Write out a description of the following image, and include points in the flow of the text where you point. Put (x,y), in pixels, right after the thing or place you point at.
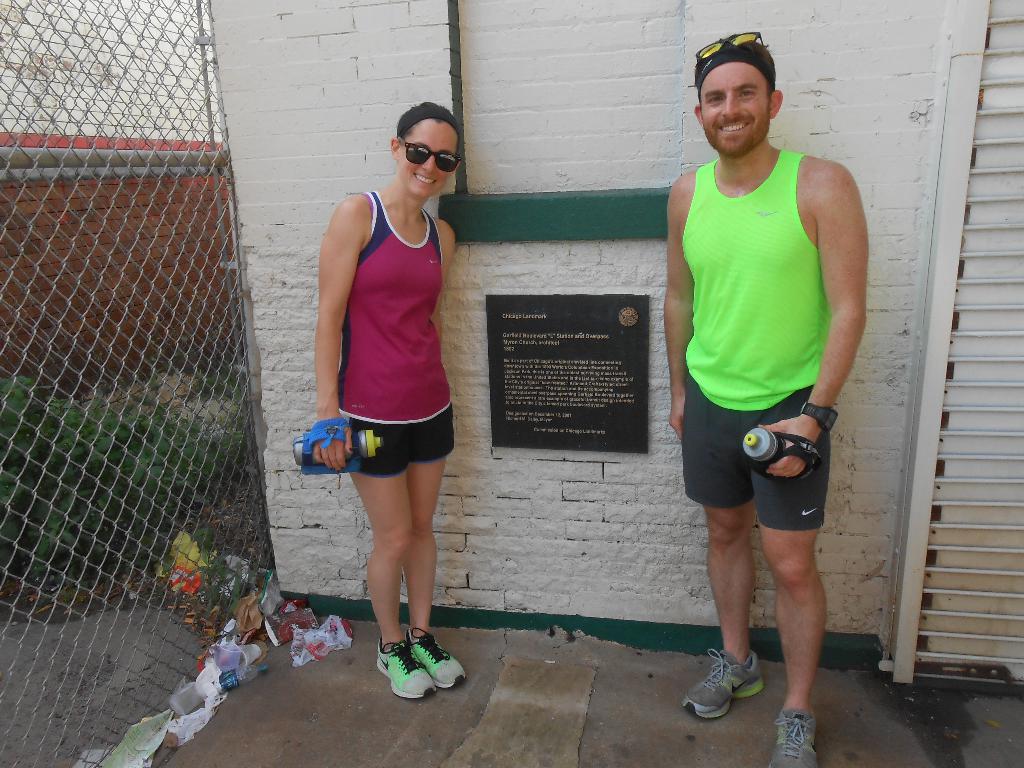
There is a woman (389,394) and man (763,250) standing in the foreground area of the image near a notice board (539,360), there is a net fencing (148,438), plants (10,505) and waste materials (242,616).
